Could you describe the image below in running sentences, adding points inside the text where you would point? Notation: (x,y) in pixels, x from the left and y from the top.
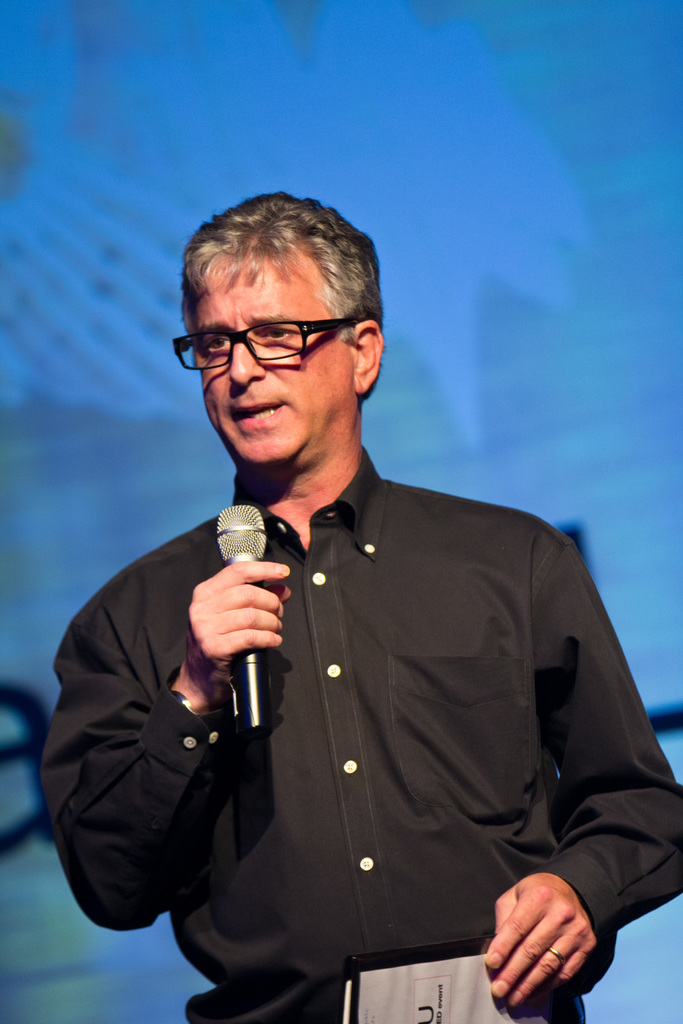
In this image there is a man (440,519) standing, holding a mike (246,560) and other object (425,980) in the hands (252,566) and speaking. In the background (487,304) there is a screen (506,292).
